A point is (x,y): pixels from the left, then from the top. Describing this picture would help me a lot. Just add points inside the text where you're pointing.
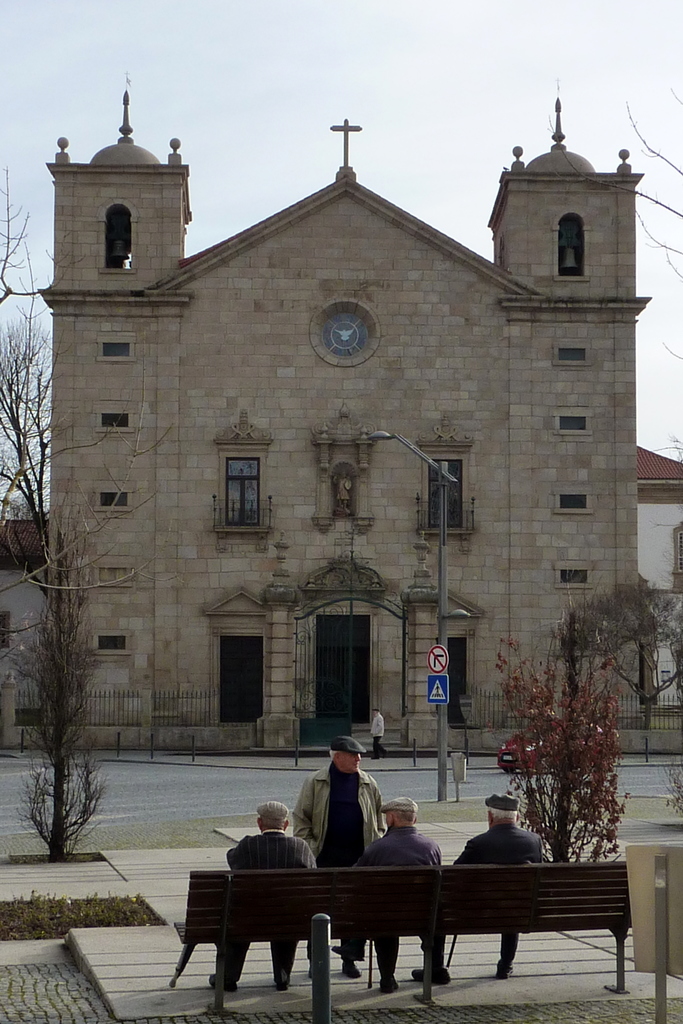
There are three persons (489,855) sitting in a bench (444,886) and there is another standing in front of them and there is a church (375,398) in front of them.
